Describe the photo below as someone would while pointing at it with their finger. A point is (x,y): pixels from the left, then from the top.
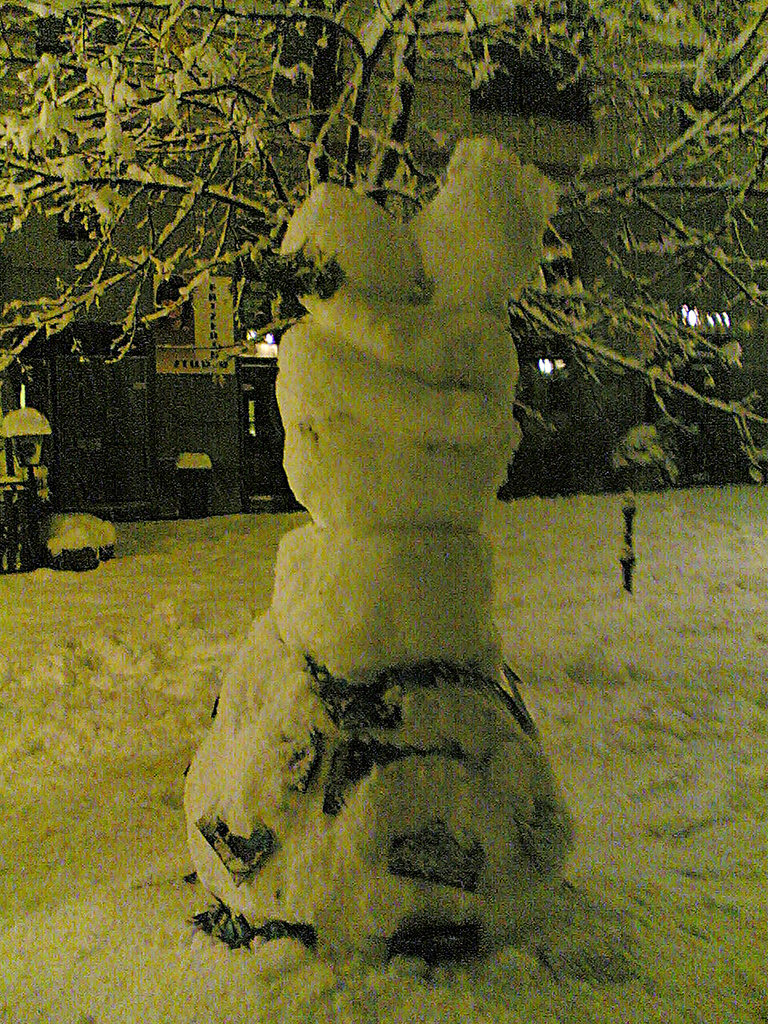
In this image we can see a tree (246,17) covered by snow (481,598). In the background (224,460) there is a building (577,450) and we can see a board (221,317).
